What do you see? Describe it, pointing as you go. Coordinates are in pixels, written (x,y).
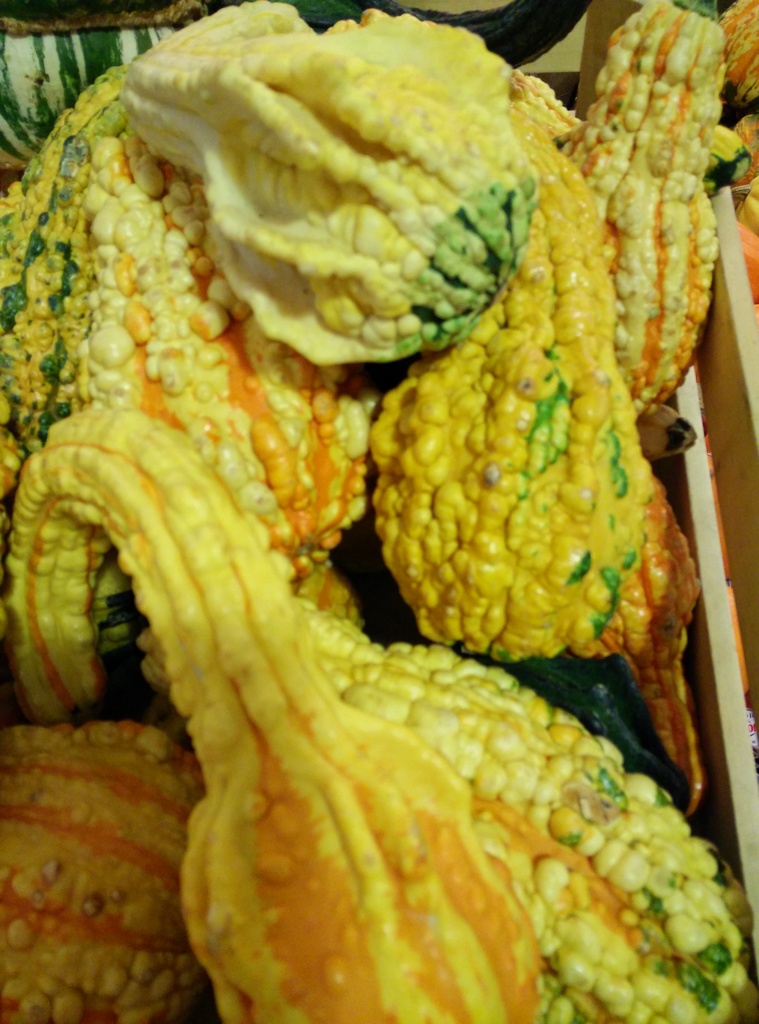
In this image there are gourds (537,494) in the wooden box (706,413).
